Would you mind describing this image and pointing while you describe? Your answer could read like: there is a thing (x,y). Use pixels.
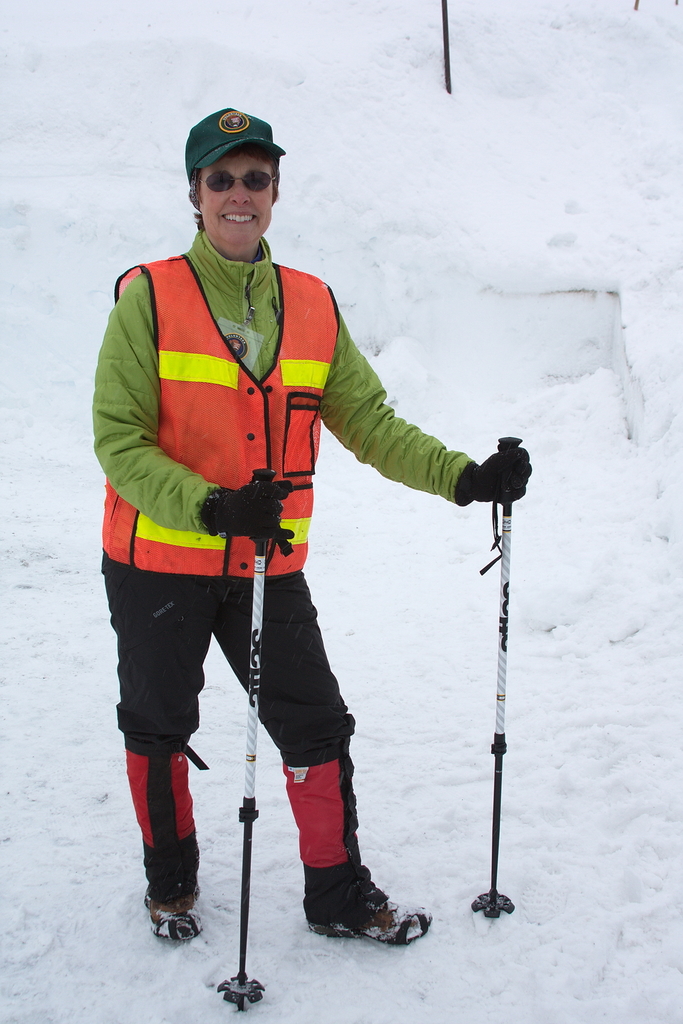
In front of the image there is a person (288,313) holding the sticks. Behind him there are sticks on the snow (349,210).
